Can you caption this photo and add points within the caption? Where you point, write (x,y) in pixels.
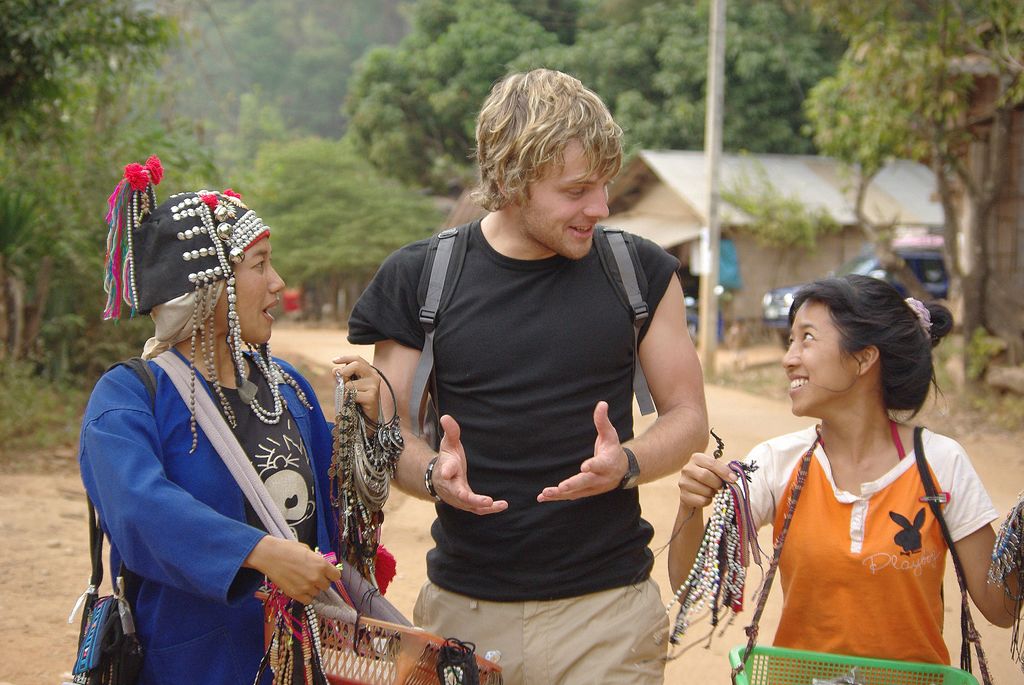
In the middle of the image (544,239) three persons (149,257) are standing and talking. Behind them we can see some trees (376,161), poles (715,156), vehicles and houses (1022,109).
